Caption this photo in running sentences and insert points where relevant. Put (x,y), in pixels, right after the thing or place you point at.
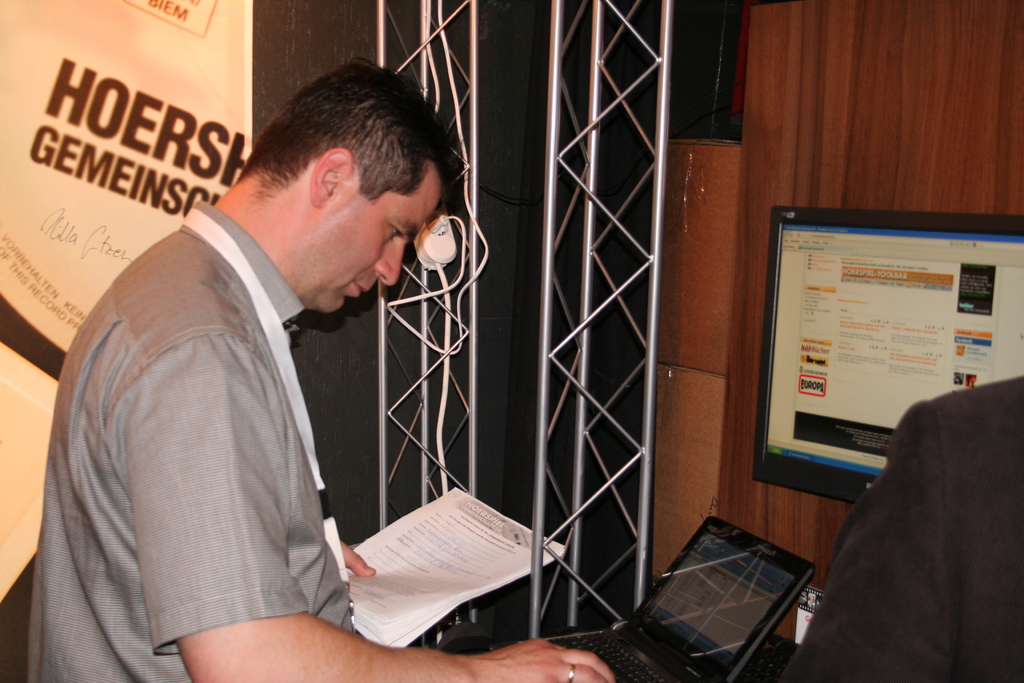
There is a person (255,434) holding papers (493,561) and operating a laptop (573,639) in the foreground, there is another person (904,430) and a monitor (899,395) on the right side (899,395). There is a poster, it seems like poles (475,361) and wires (442,274) in the background area (472,224).
